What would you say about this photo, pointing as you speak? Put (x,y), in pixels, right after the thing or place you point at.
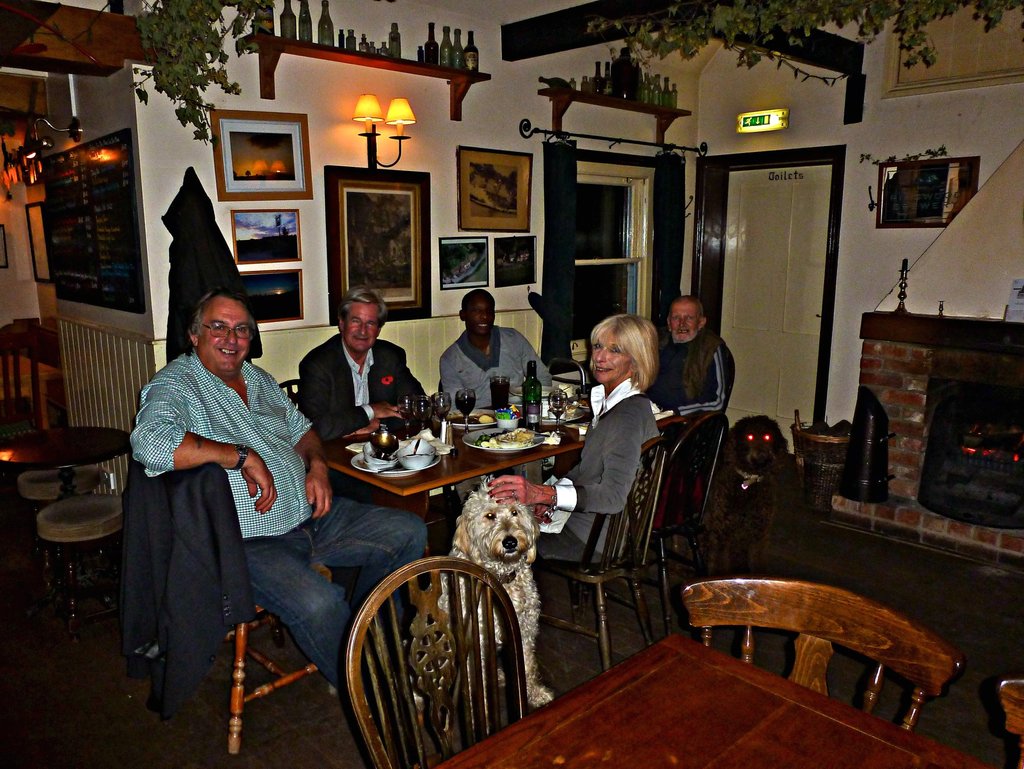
In this image there group of people (679,404) sitting on a chair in front of the dining table (441,411). On the table (458,428) there are plates (543,414) food (504,440) on it bottle (533,401), glass (427,406). Woman (614,464) at the center (621,480) is sitting on a chair (636,528) and is having smile on her face (602,362) and keeping her hand (495,490) on the dog (504,548) sitting in the center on the floor (563,634). In the background (601,235) there is a door (793,269), curtains (676,243), window (617,229), frames (413,252) on the wall (446,189), lamp (372,147) hanging on the wall (381,137). There are plants (205,27).
